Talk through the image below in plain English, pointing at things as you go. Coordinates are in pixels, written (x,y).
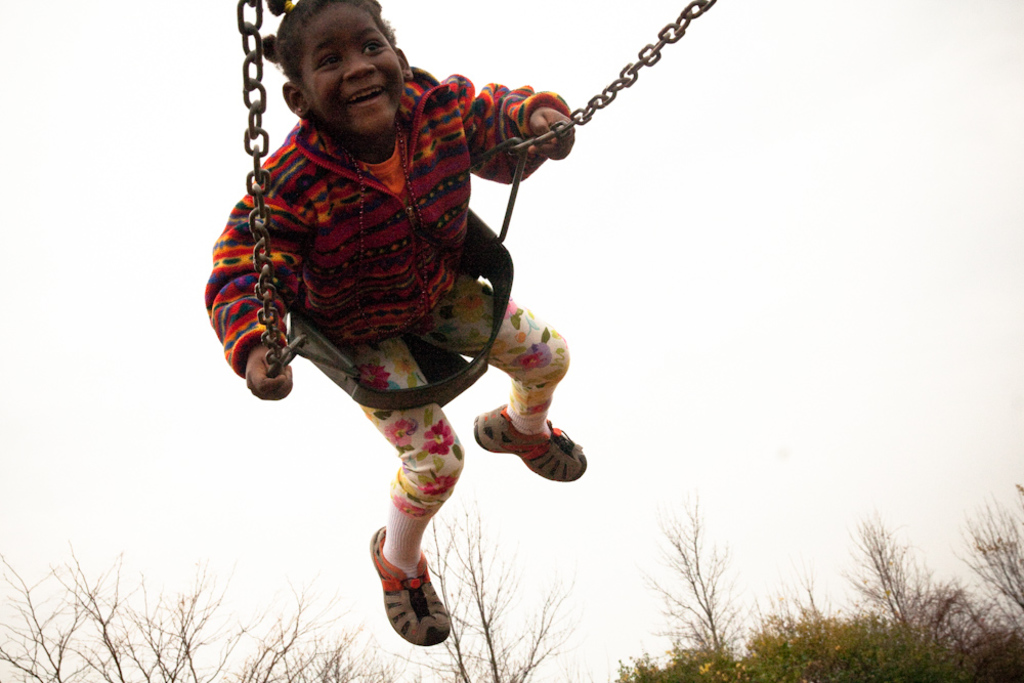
In the center of the image (542,361) there is a girl (389,600) sitting in the chain swing (439,388). At the bottom of the image (781,626) there are trees (794,622).
